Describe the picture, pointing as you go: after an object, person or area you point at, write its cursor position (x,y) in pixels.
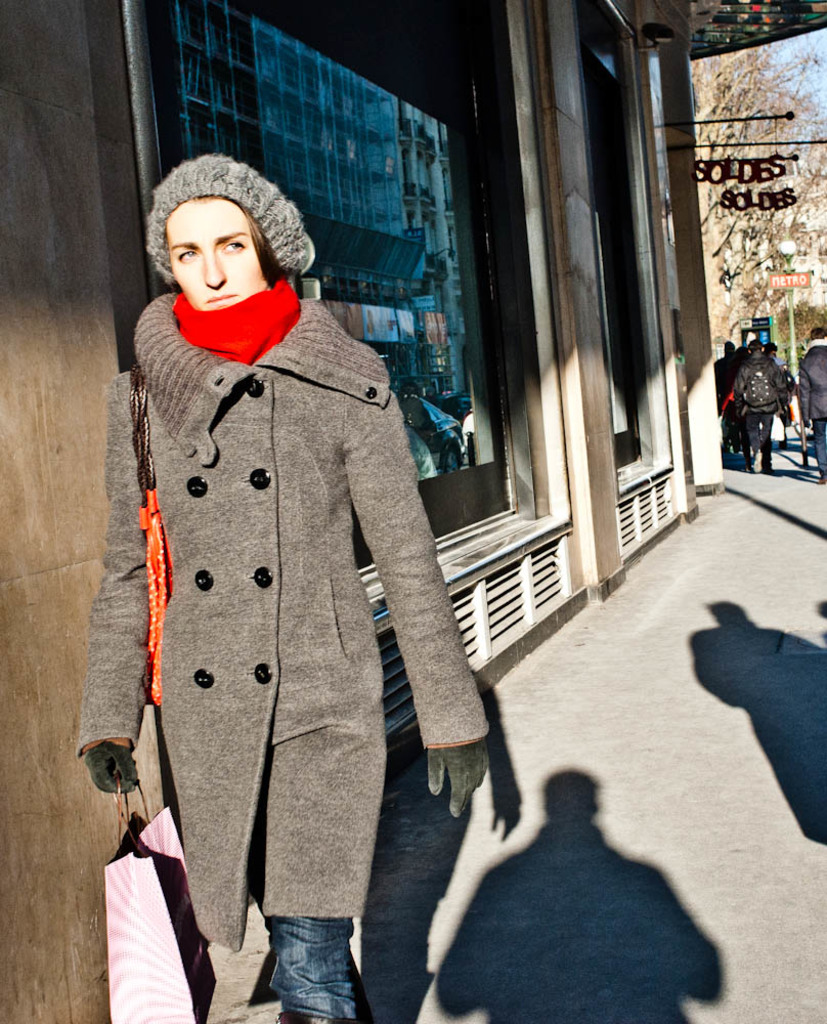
In this image in the foreground (188,821) I can see a woman (238,289) holding a bag (172,821), and on the right side (826,481) I can see some people (817,343) standing.
